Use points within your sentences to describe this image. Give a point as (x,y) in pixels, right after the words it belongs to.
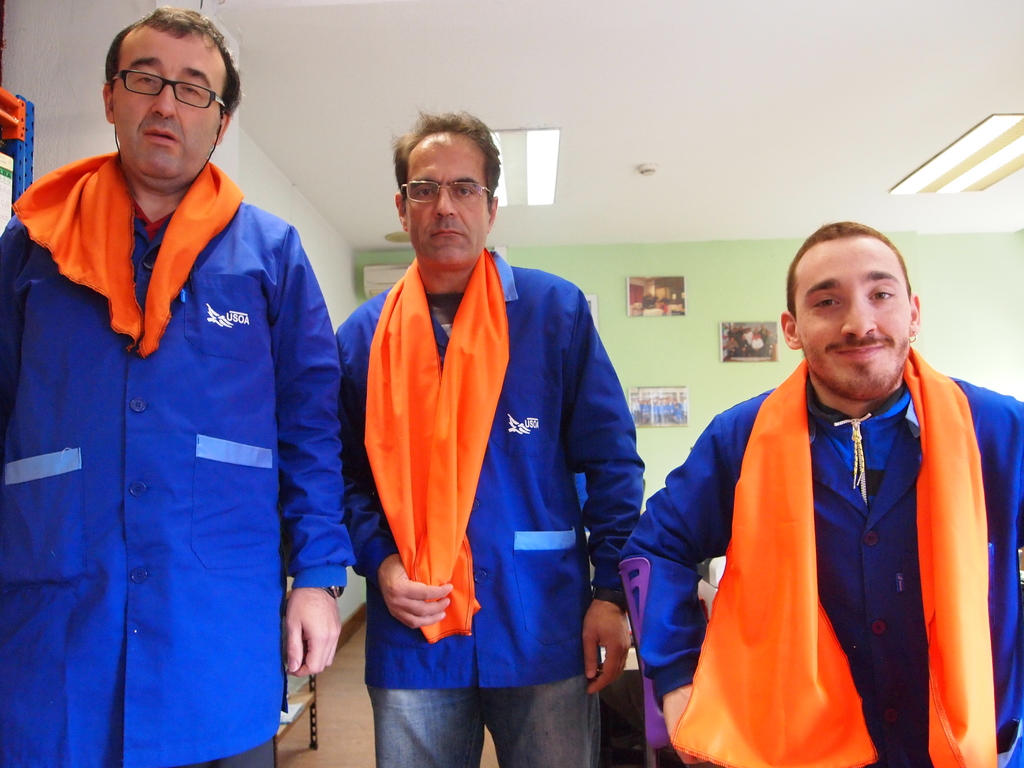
In this image we can these three people (492,342) are wearing blue shirts (39,505) and orange color clothes (974,488) on them are standing on the floor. In the background (758,335), we can see photo frames (674,299) on the wall (687,296) and lights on the ceiling (339,122).
